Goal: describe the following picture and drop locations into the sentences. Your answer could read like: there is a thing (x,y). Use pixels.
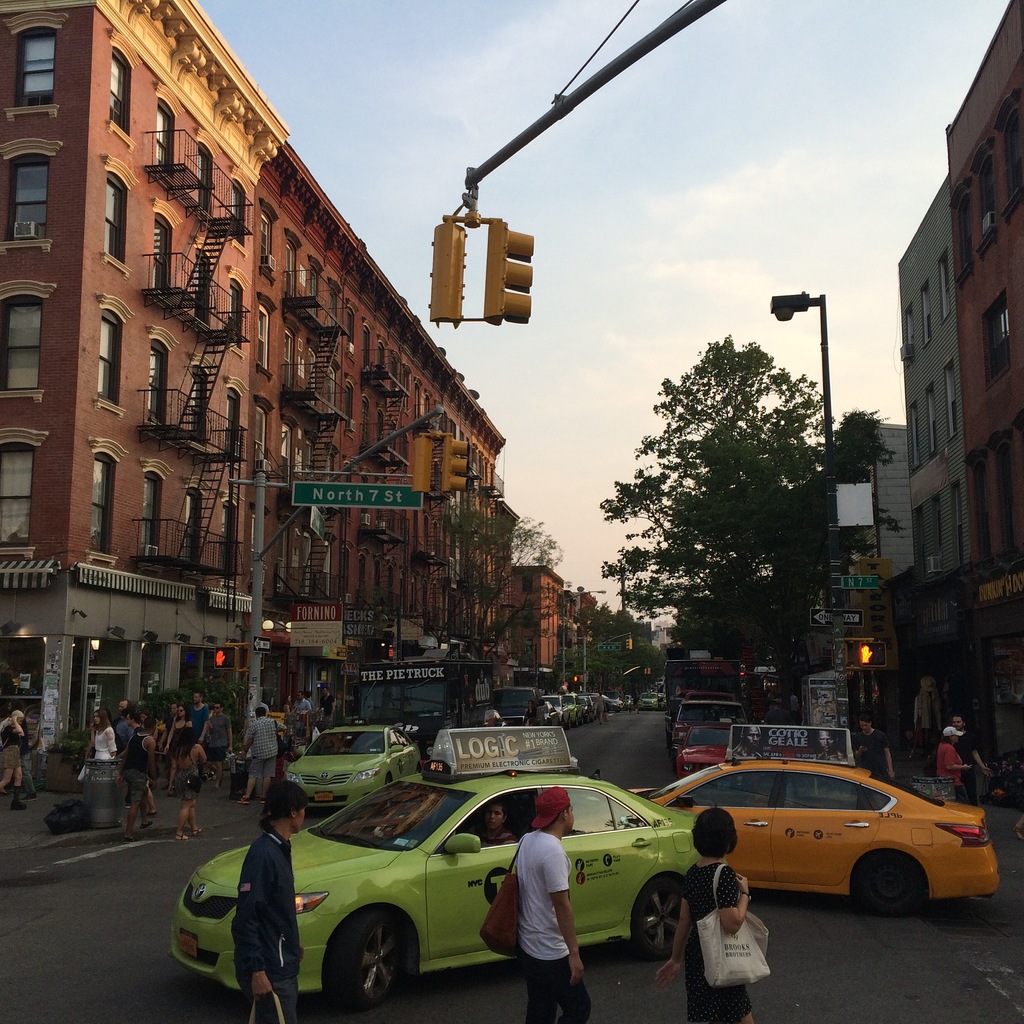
In this picture we can see vehicles (384,815) and a group of people (726,833) walking on the road (202,853), traffic signal light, poles (564,626), trees (793,461), buildings (374,390) with windows (938,527), sign boards (862,582) and in the background (735,69) we can see the sky (626,135) with clouds (755,190).
